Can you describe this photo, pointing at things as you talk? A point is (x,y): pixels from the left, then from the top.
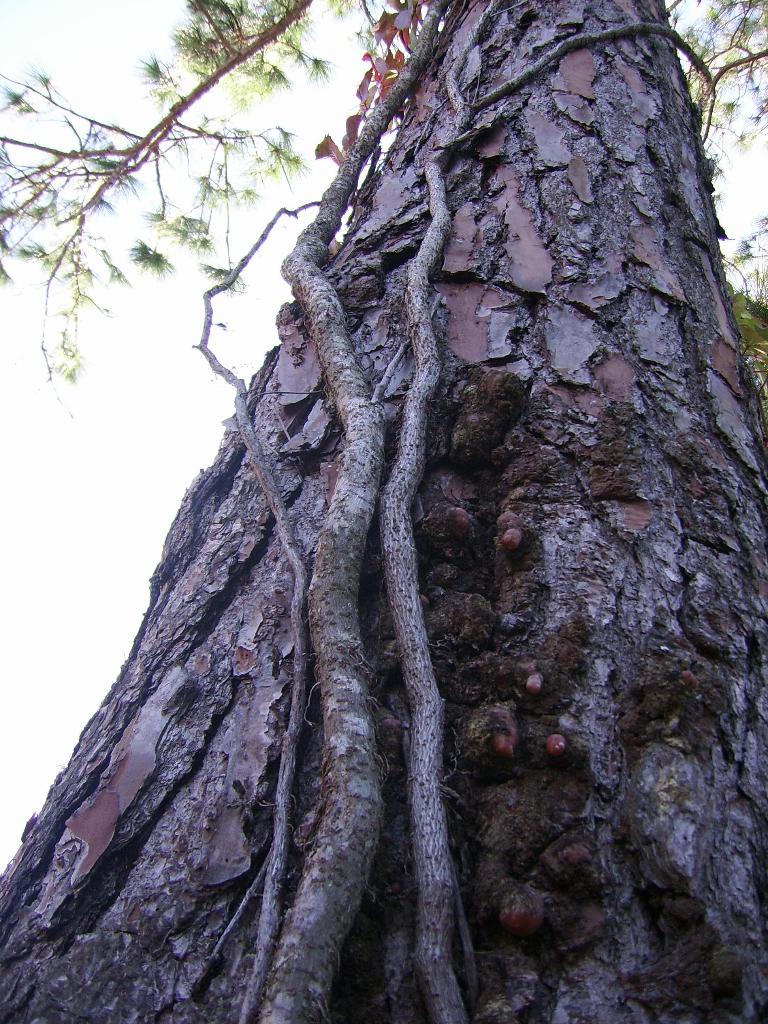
There is a tree (366,546) with roots (412,729) and branches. In the background (140,447) it is white.
